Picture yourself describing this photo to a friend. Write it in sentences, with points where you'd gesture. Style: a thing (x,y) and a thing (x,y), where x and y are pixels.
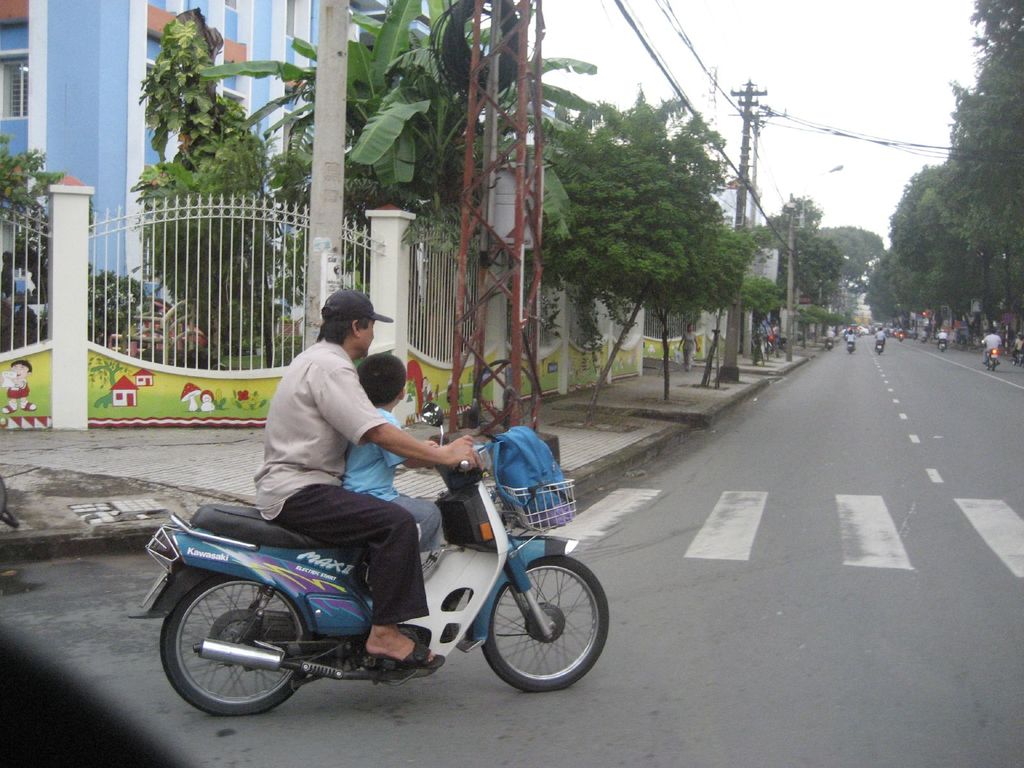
This is the picture taken in the outdoor, a man (304,423) is riding a bike (340,598) on the road (684,646). Behind the man (339,502) there is a fencing (208,367), tree (171,268) and a building (106,81).
